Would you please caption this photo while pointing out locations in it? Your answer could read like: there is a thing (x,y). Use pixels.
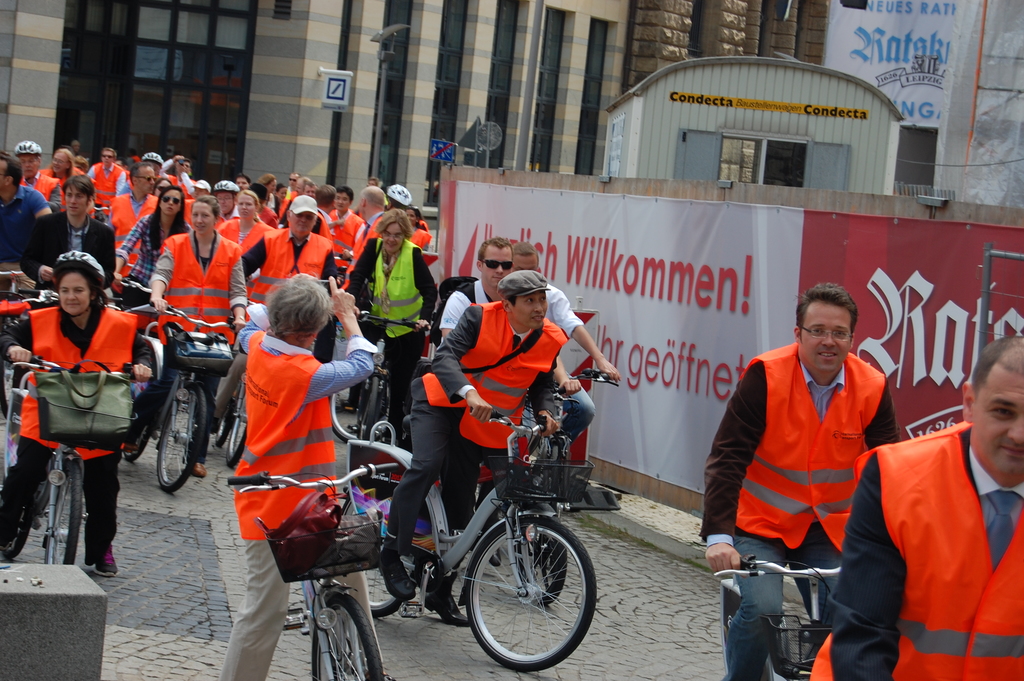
In this image I can see some people (872,444) on the bicycles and beside there is a board (756,302) and also we can see some buildings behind them.
